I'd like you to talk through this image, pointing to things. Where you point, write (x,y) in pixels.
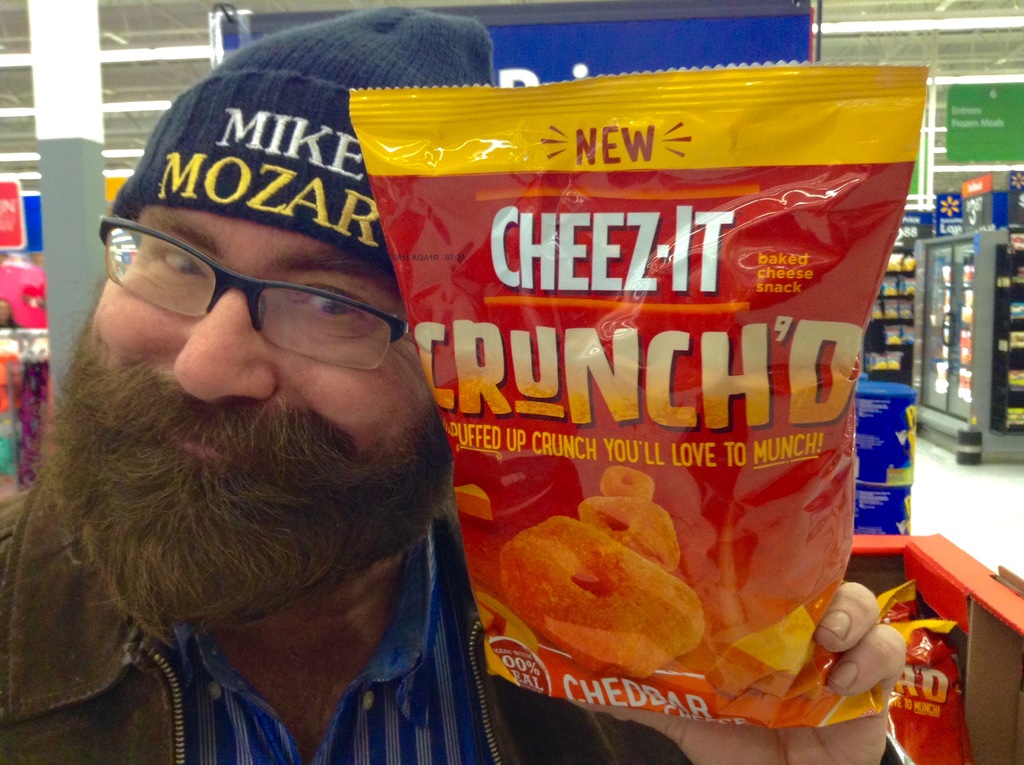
In this picture we can see a man (210,453) with the spectacles (169,273) and he is holding a food packet (527,302). Behind the man (100,305) there are boards (659,49) and some objects (936,325).
